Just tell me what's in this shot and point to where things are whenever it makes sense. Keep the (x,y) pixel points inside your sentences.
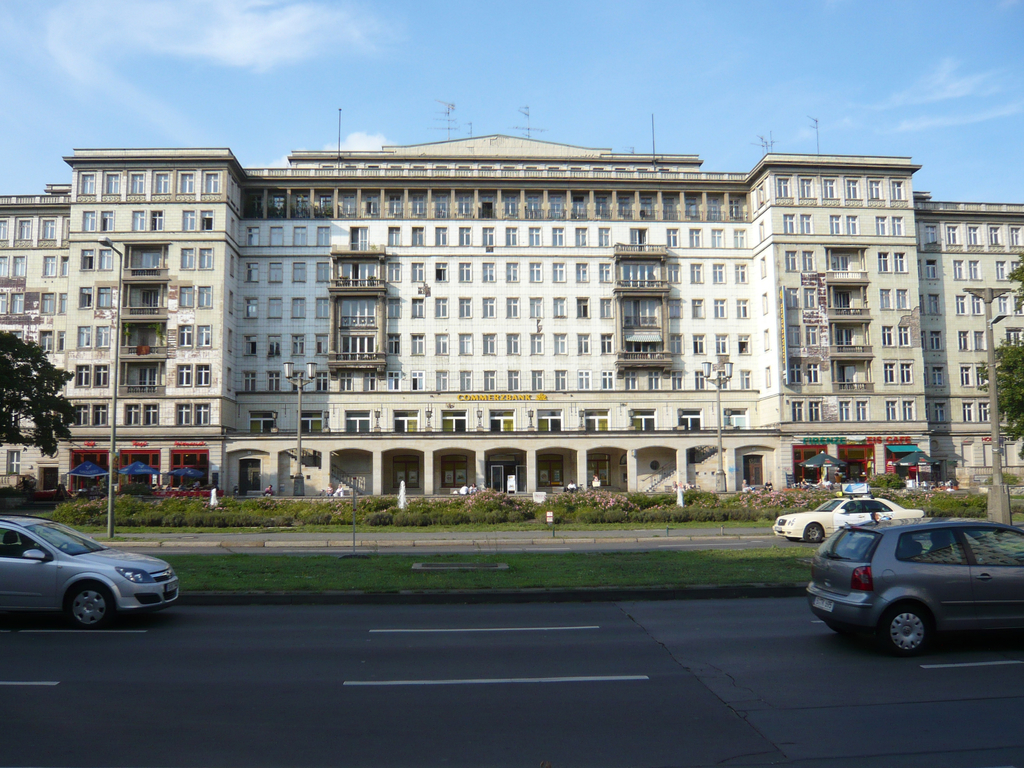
This image is clicked on the road (588,692). At the bottom (494,695), there is a road (532,735) on which we can see the cars (107,575) moving. In the background (394,408), there is a building (690,406). At the top (644,58), there is a sky (627,76). On the left (21,379) and right, there are trees (999,381). At the bottom (659,560), we can see green grass (366,561).
